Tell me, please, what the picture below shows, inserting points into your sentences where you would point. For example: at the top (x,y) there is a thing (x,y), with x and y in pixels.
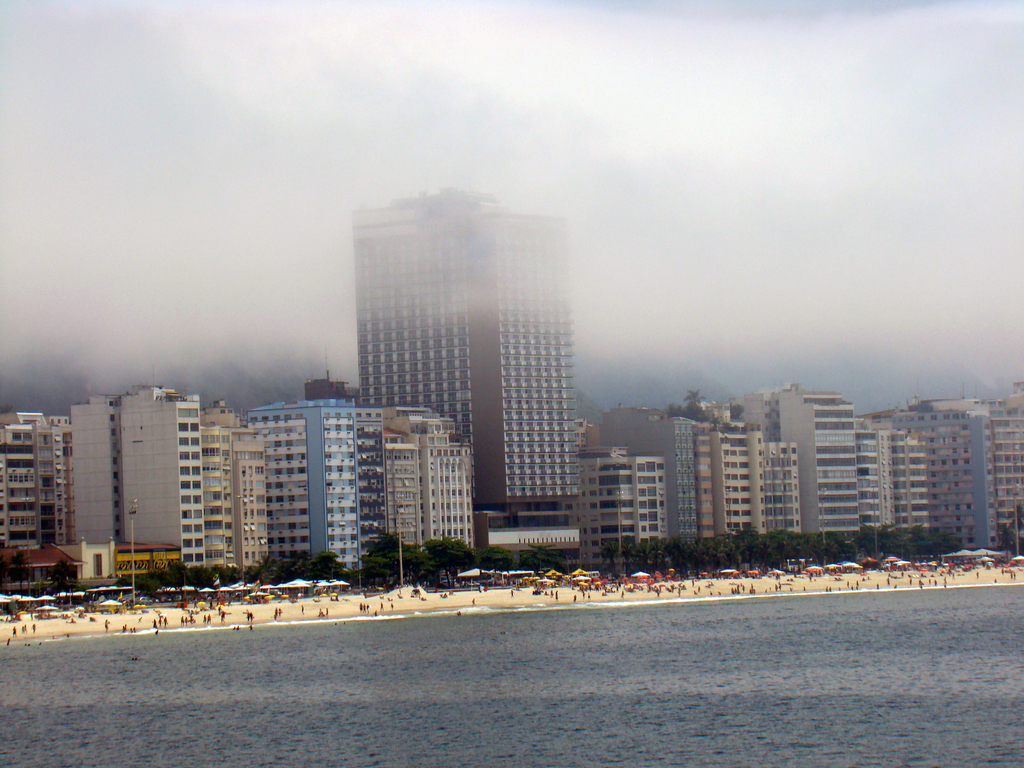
In this image I can see a beach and people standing on the seashore (743,596), at the back (317,534) there are so many buildings (317,534).
